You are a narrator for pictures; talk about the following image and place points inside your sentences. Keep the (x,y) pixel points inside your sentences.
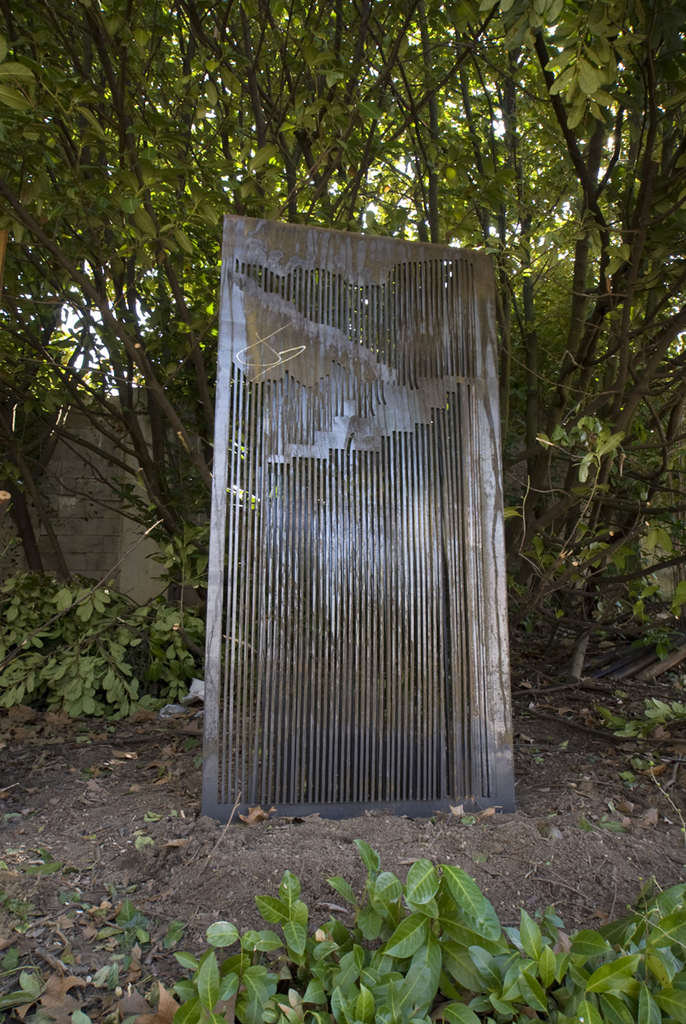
In this image in the front (333,895) there are leaves (348,955). In the center (289,607) there is a metal object (370,637). In the background (618,404) there are trees (622,416).
